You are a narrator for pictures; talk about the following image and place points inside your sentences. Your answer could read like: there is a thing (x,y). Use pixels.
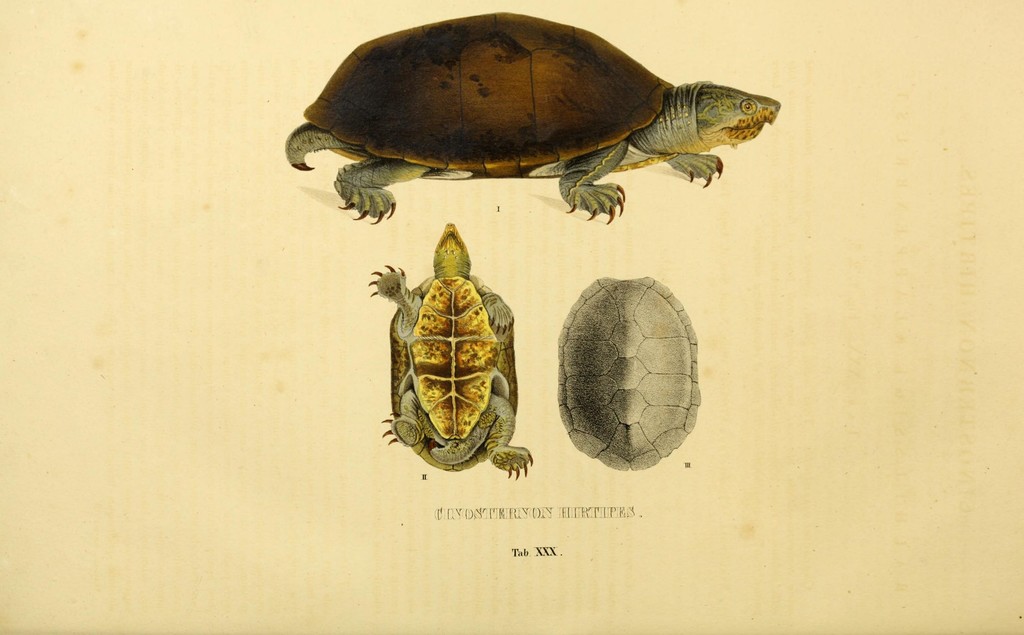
In this picture we can see some text (549,511) and few reptile images (641,414).
